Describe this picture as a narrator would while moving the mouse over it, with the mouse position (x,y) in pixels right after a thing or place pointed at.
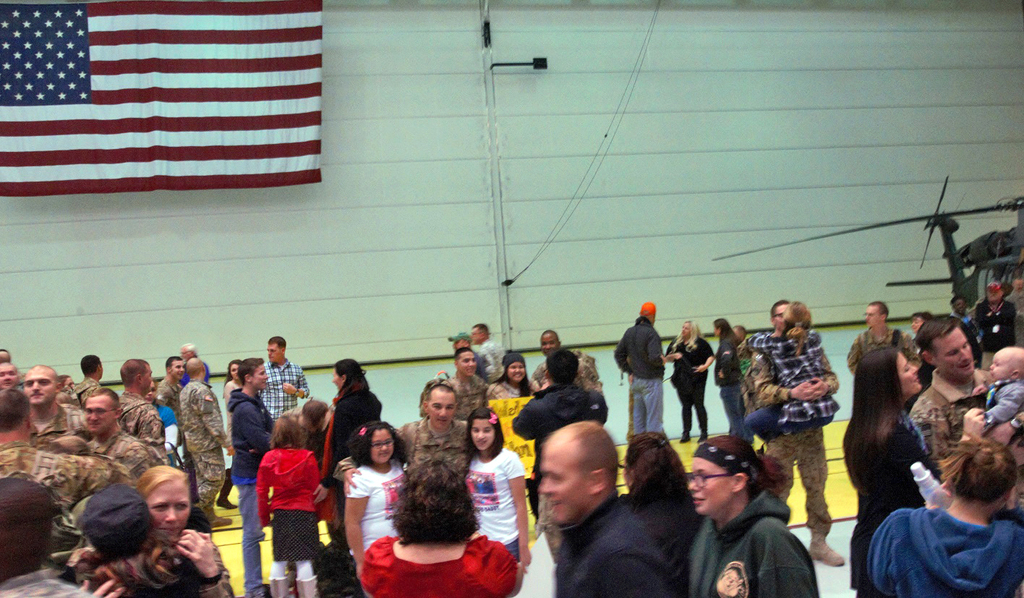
In this picture I can see group of people (383,421) are standing. In the background (190,116) I can see a flag (207,113), a wall (447,170) and some object (486,39) attached to the wall (556,201). On right side (966,267) I can see a helicopter (972,284).
